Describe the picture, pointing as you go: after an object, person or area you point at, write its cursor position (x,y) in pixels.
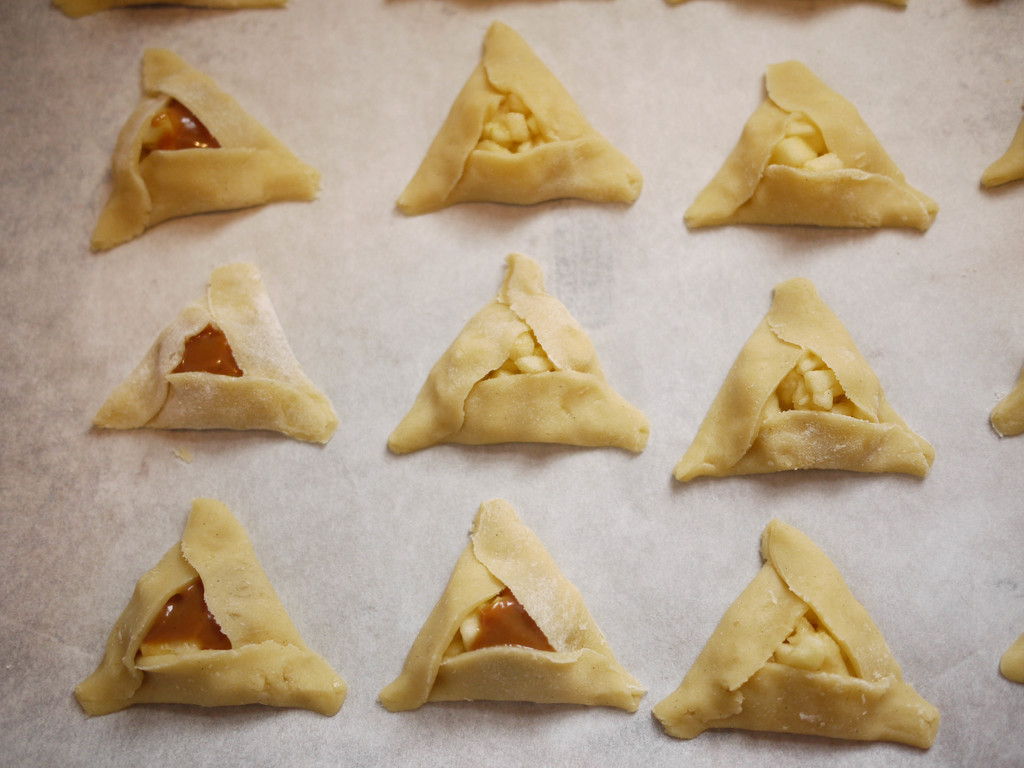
In this picture there is food (216,356). At the bottom (294,550) it looks like a tile (319,332).
